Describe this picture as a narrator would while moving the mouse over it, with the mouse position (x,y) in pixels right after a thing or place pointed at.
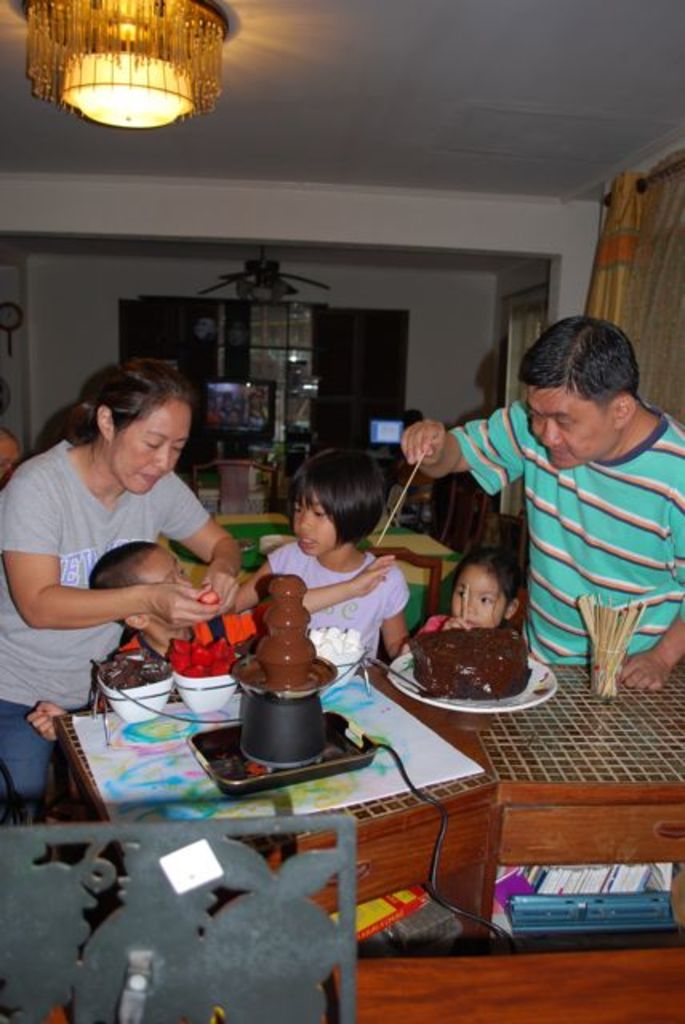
In this picture there is a woman (102,505) and a man (614,484) standing in front of a table (542,756) on which food items (488,671) were placed. There are three children (326,579) along with them. To the ceiling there is a light (124,81). In the background (446,320) there is a wall (114,287) and some curtains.
